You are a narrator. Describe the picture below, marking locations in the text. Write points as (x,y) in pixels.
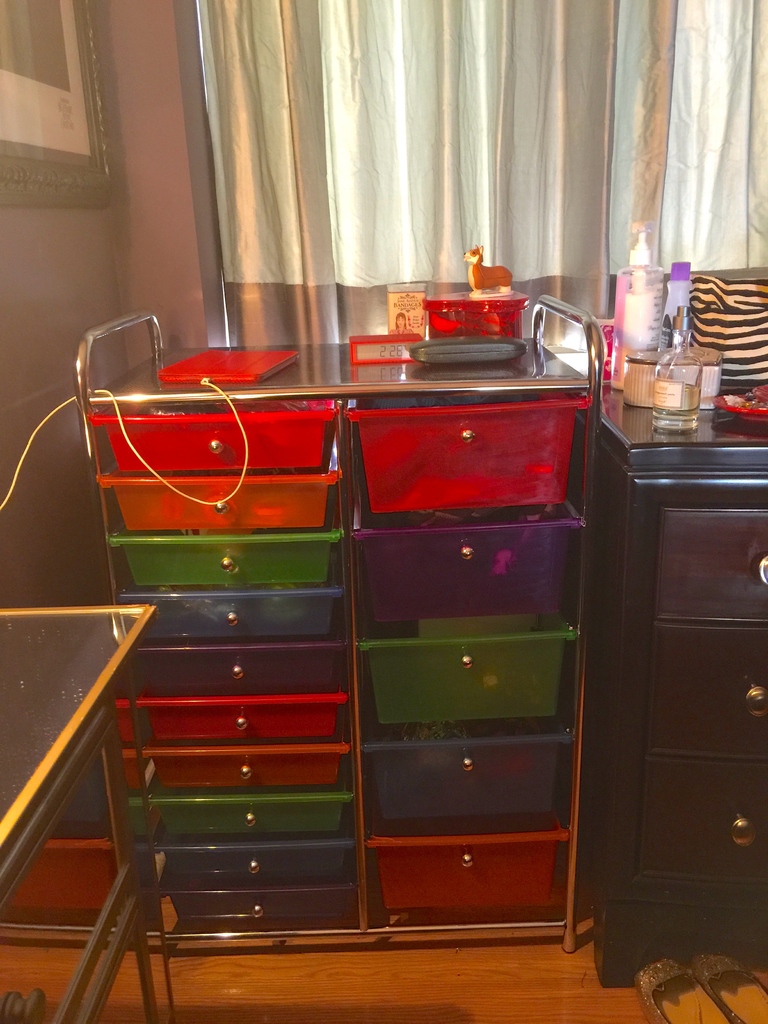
A set of colorful trays (238,605) are placed in rack (343,398).
